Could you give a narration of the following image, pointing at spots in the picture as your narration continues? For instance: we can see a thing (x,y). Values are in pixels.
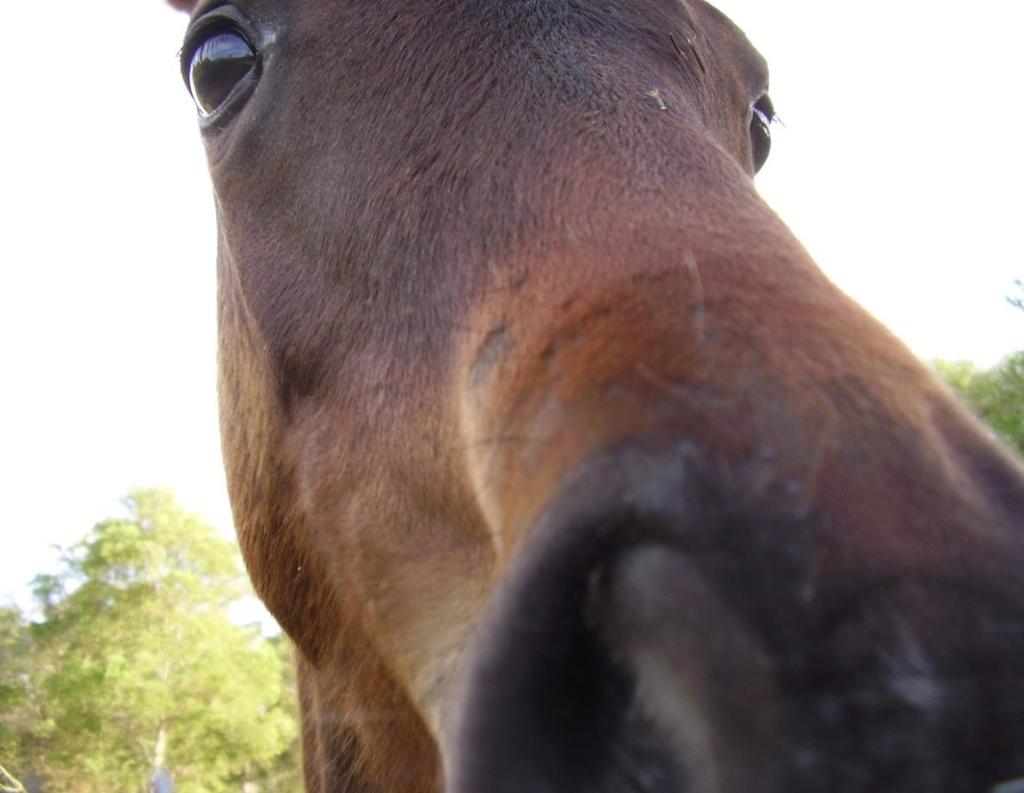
In the center of the image (532,422) we can see an animal (531,327). At the bottom of the image (198,661) we can see the trees (218,718). In the background of the image (894,77) we can see the sky (790,115).
